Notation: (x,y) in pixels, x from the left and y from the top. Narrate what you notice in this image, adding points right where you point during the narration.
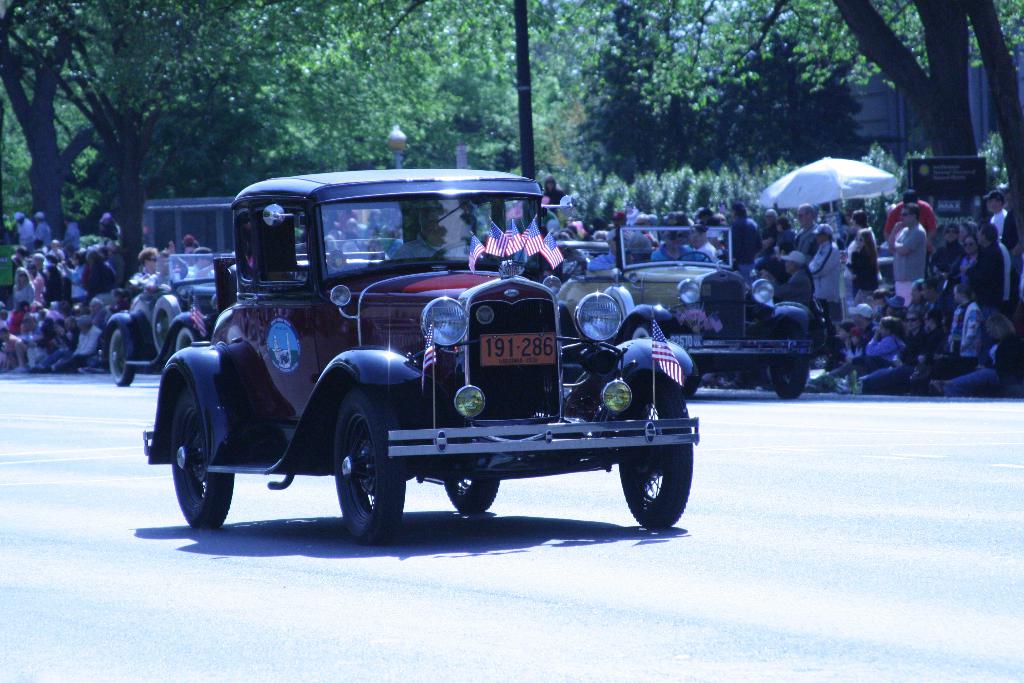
In this image there are few cars (367,346) on the road (608,492). At the backside (925,298) some people (907,309) are sitting on the road (719,422) and few people (101,268) are standing. At the background (612,106) there are trees (448,64).
